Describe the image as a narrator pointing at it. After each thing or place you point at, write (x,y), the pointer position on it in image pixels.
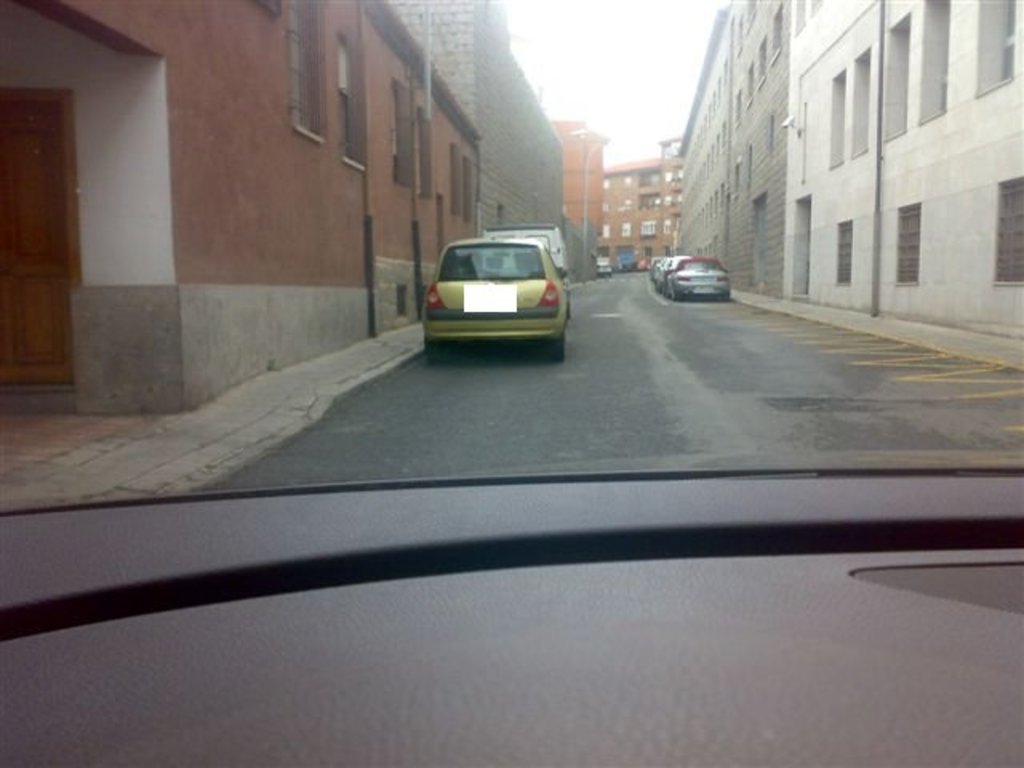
In this picture we can observe some cars (516,280) parked on either sides of the road (570,289). We can observe some buildings (456,171) in this picture. In the background (611,88) there is a sky (600,99).
